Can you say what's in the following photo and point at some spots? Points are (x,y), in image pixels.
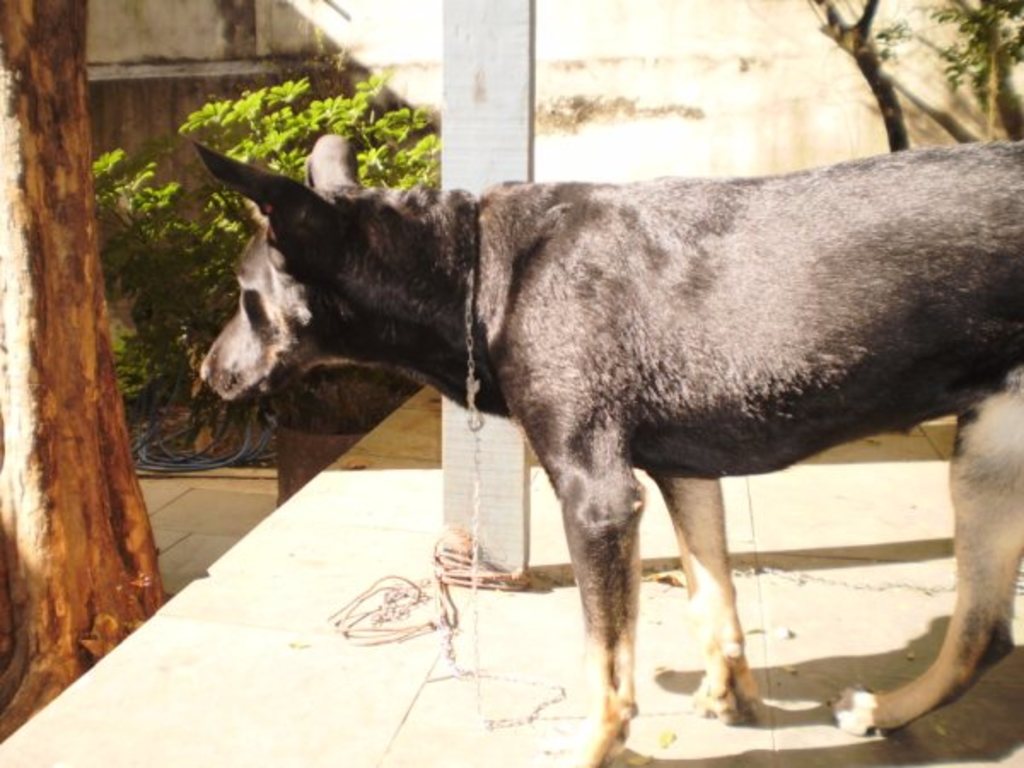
In this picture there is a black dog (630,420) who is standing near to the pole (501,545). In the back (130,251) I can see the plants (301,150) near to the wall (677,58). On the left (92,198) I can see the tree (27,235).
